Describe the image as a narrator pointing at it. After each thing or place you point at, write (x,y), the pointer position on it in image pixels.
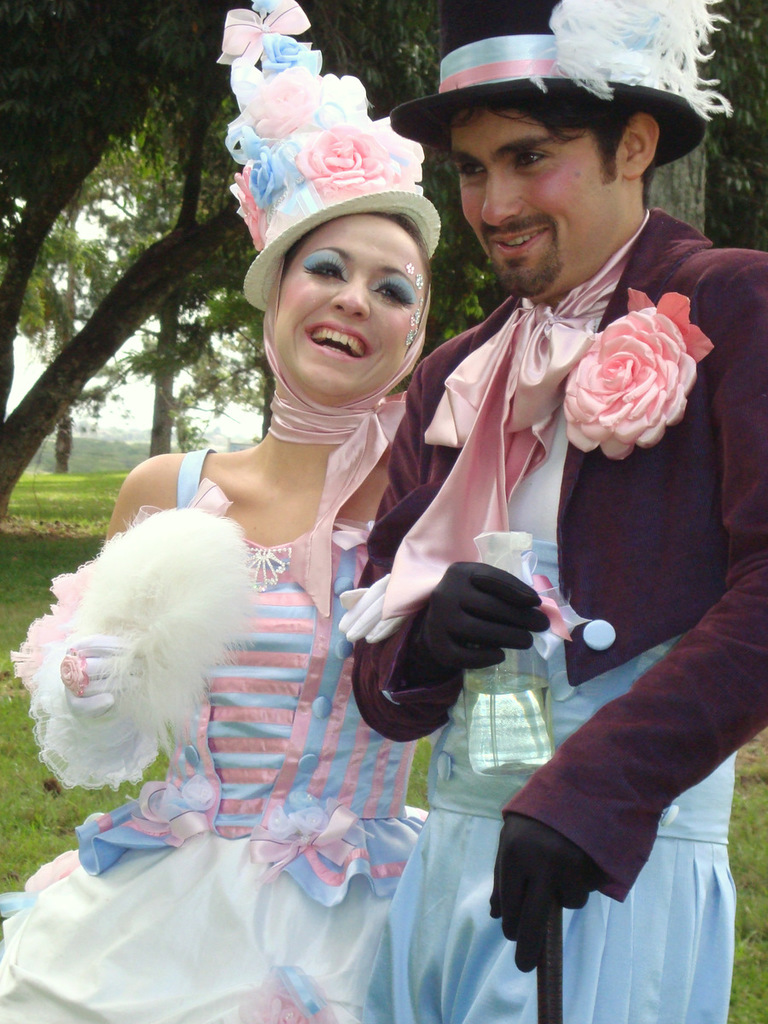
In this picture there are two persons (261,594) standing and smiling and holding a bottle (477,699) and feathers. At the back (33,435) there are trees (466,323). At the top (92,231) there is sky (125,404). At the bottom (12,729) there is grass (24,711).
